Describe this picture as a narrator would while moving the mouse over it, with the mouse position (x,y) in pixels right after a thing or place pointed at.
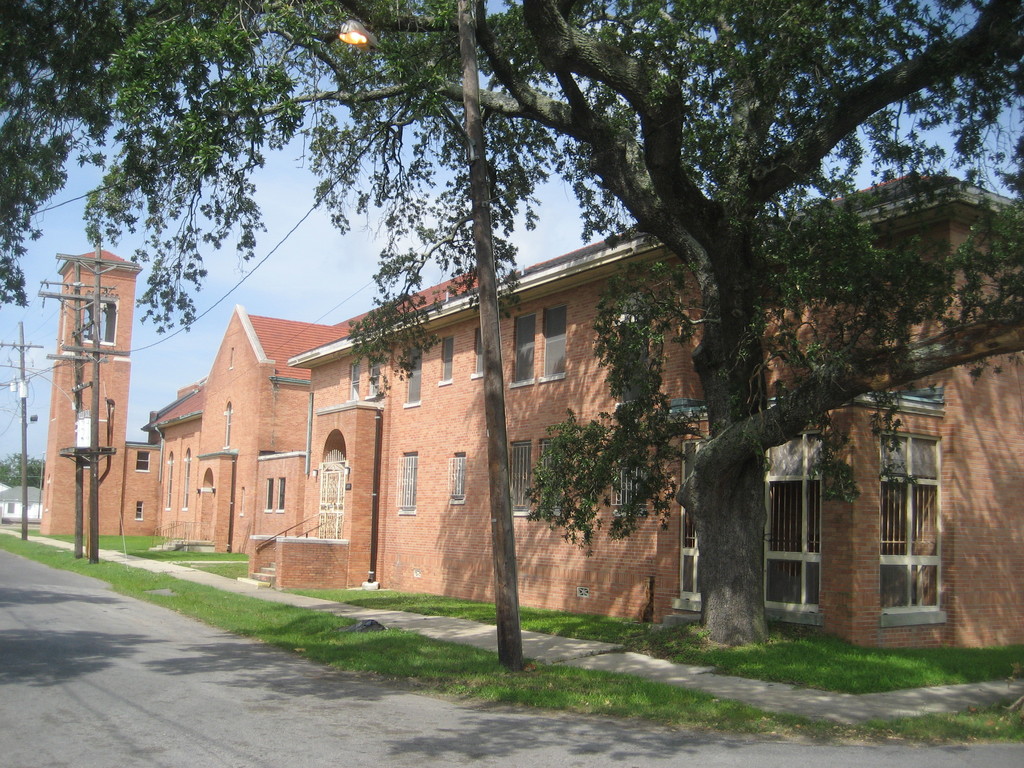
In this image we can see there is a building (485,558) beside the road (90,752) also there are some electrical poles (93,308) and trees (573,487).
